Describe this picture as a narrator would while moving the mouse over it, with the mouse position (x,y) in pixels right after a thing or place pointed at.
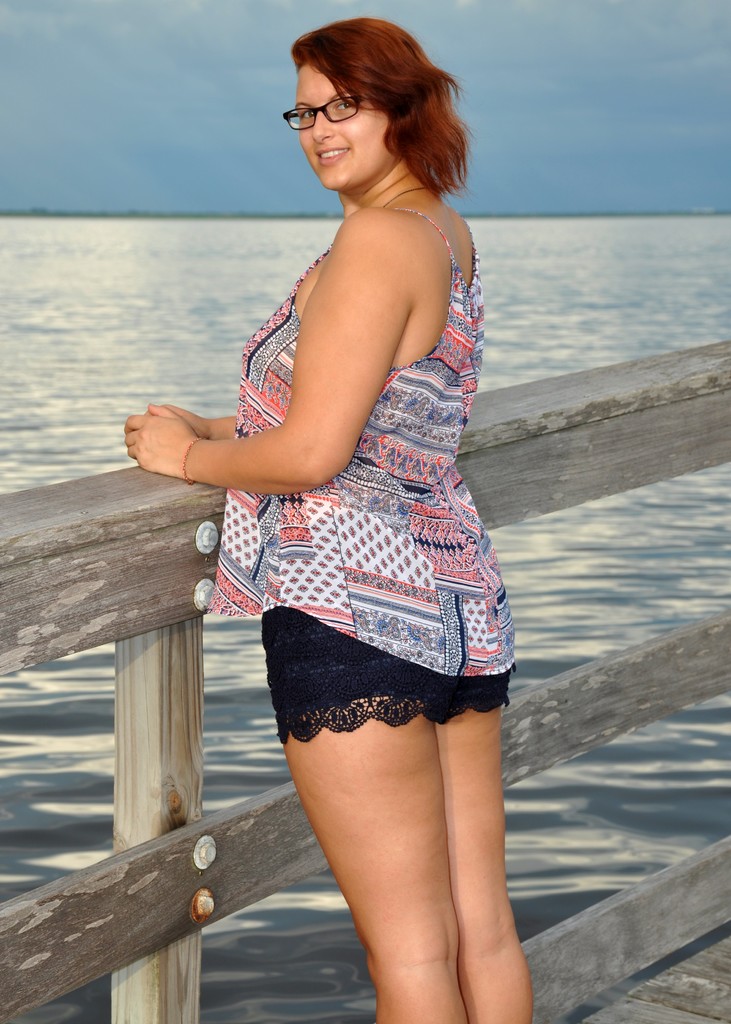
In this image we can see a woman (385,656) standing on the walkway bridge (184,500). In the background (131,351) we can see water (163,220) and sky (248,63).
